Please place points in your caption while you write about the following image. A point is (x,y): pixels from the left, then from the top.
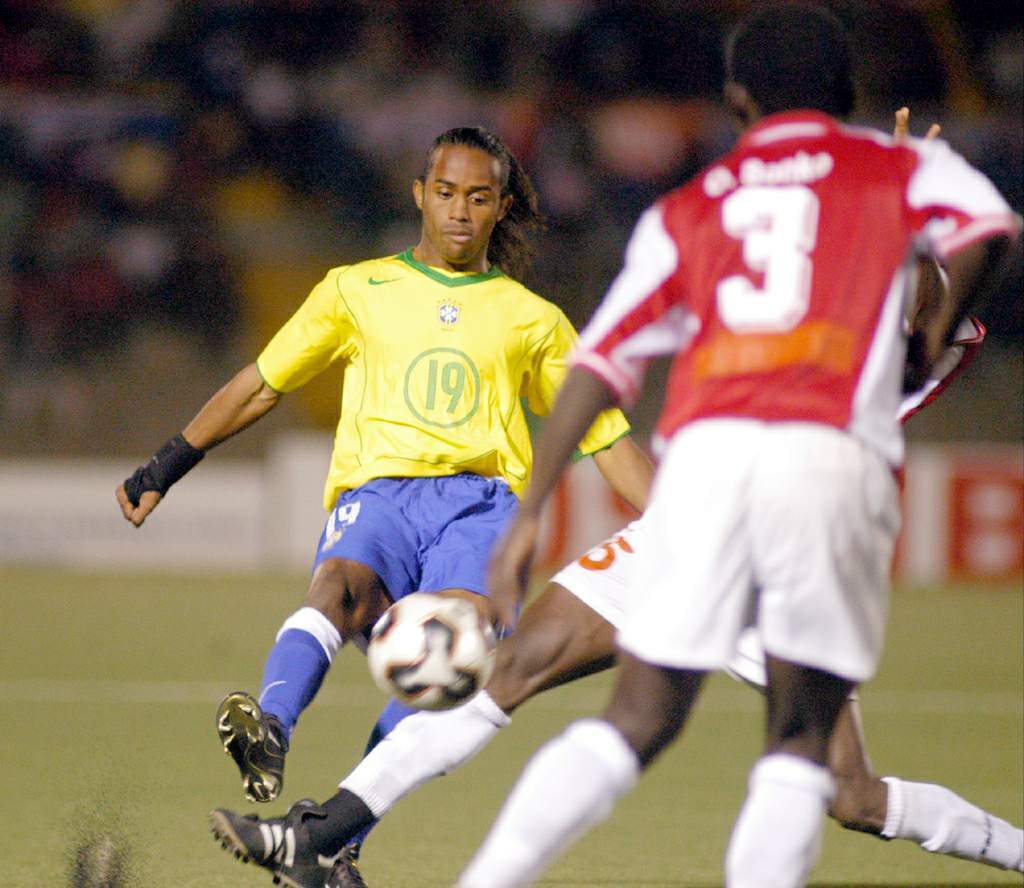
There are three men (340,610) playing football and a ground (74,710).
